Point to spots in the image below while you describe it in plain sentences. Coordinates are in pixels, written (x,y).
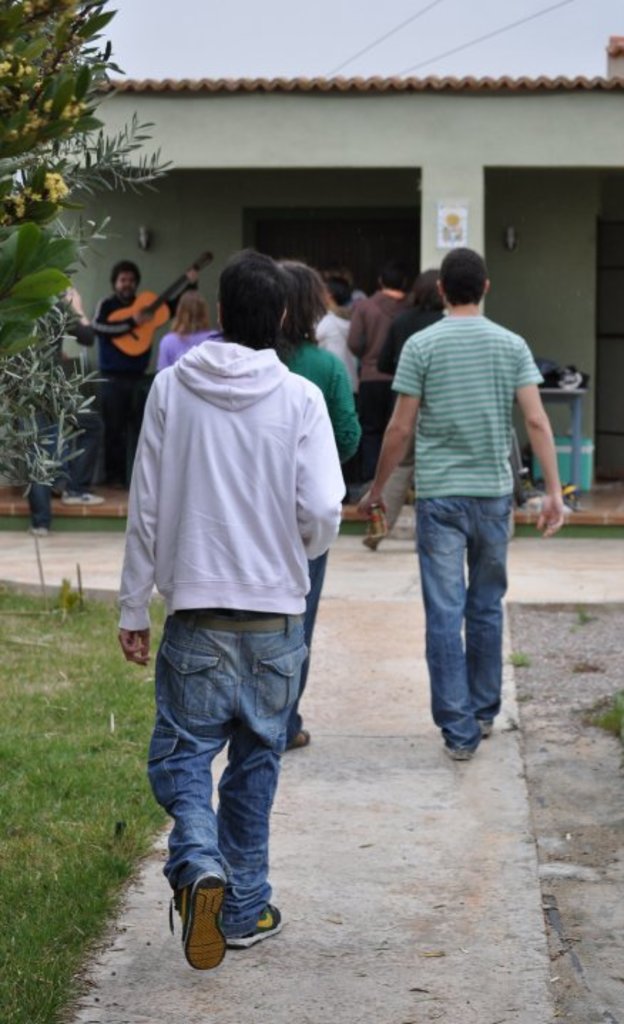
Here we can see a group of people (361,398) standing, and here are the persons (204,416) walking, and here is the grass (63,739), and here is the tree (47,282), and here is the sky (415,22).
